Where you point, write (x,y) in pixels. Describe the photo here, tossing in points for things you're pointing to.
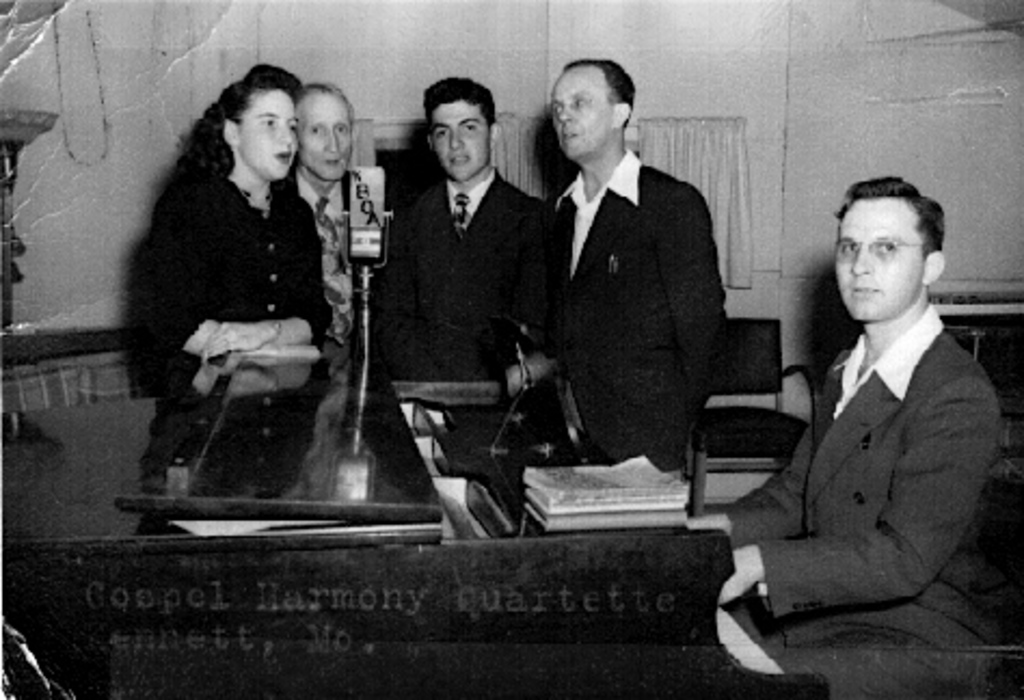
In this image we can see few people (942,376), some of them are standing and there is a mic (356,169) in front of them, a person (883,297) is sitting and playing a musical instrument (421,507), there are few books (578,504) on the musical instrument (481,473), there is a chair (750,380) and curtains (677,156) to the wall (937,140) in the background (509,154).
